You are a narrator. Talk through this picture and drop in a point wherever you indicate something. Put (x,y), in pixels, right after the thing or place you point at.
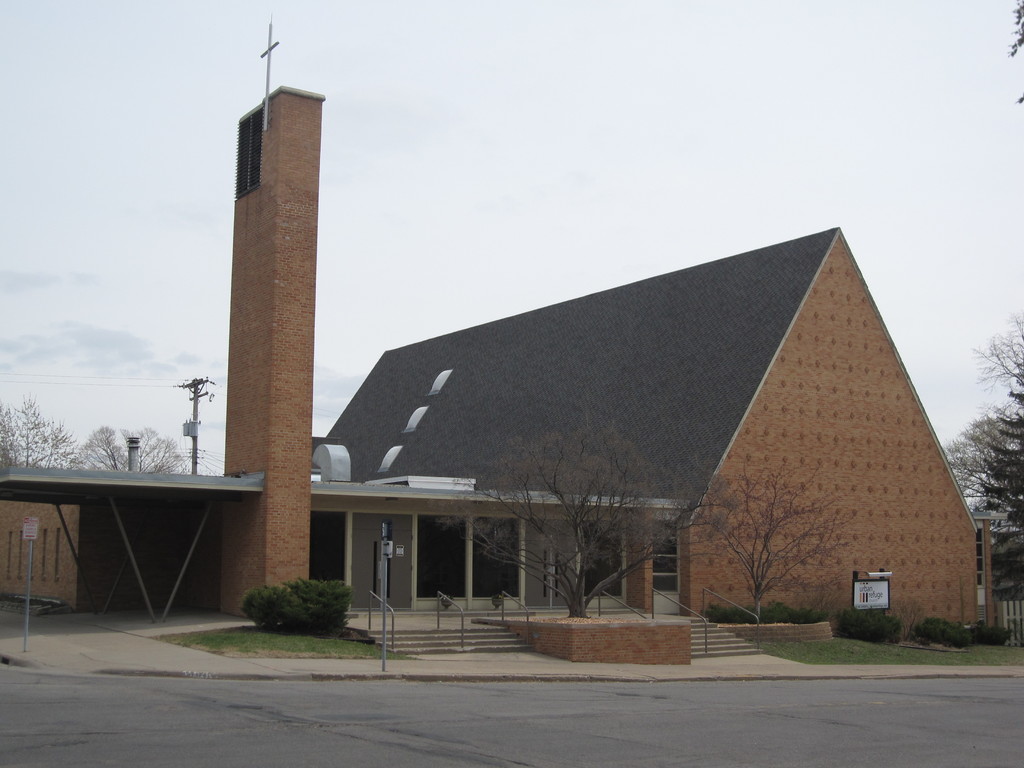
There is a building (467,459) with glass doors (442,557), pillars (349,566). On the top of the building (288,132) there is a cross (263,56). In front of the building (208,566) there are steps (481,633) with railings (392,618), trees (768,559), bushes (743,617) and grass lawn (858,653). In the back (189,409) there is a electric pole (198,404), trees (107,448) and sky (713,121).
